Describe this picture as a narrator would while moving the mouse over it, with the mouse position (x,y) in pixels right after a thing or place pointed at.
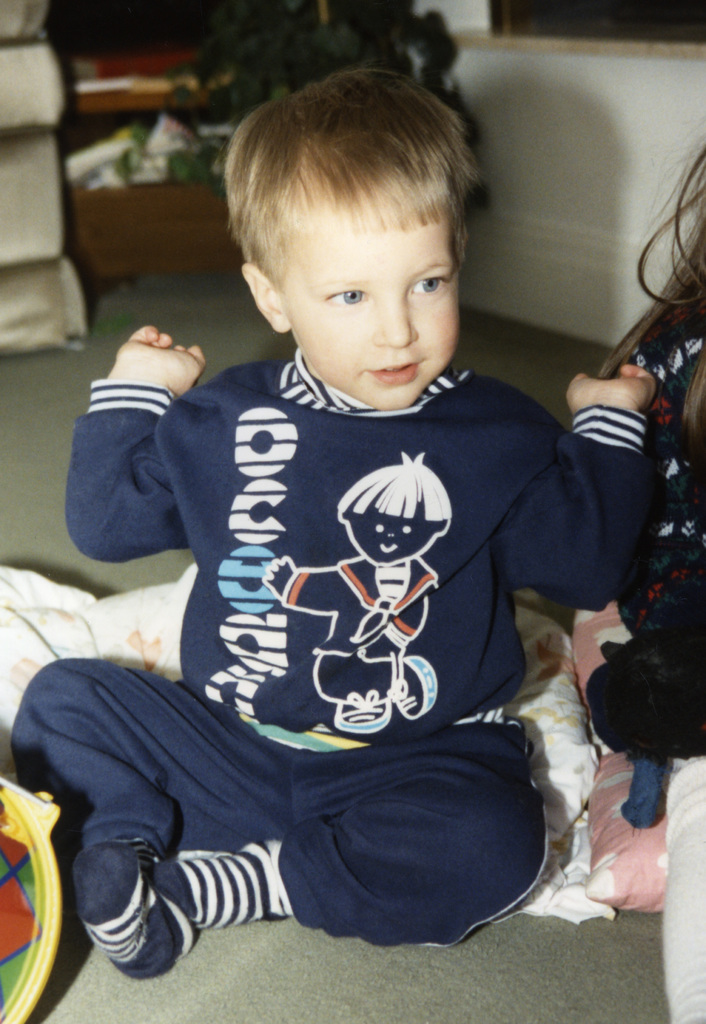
In this image I can see a boy (238,644) is sitting and I can see he is wearing blue colour dress (253,548). In the background (50,656) I can see a cloth (14,656) and I can see this image is little bit blurry from background (474,34).
